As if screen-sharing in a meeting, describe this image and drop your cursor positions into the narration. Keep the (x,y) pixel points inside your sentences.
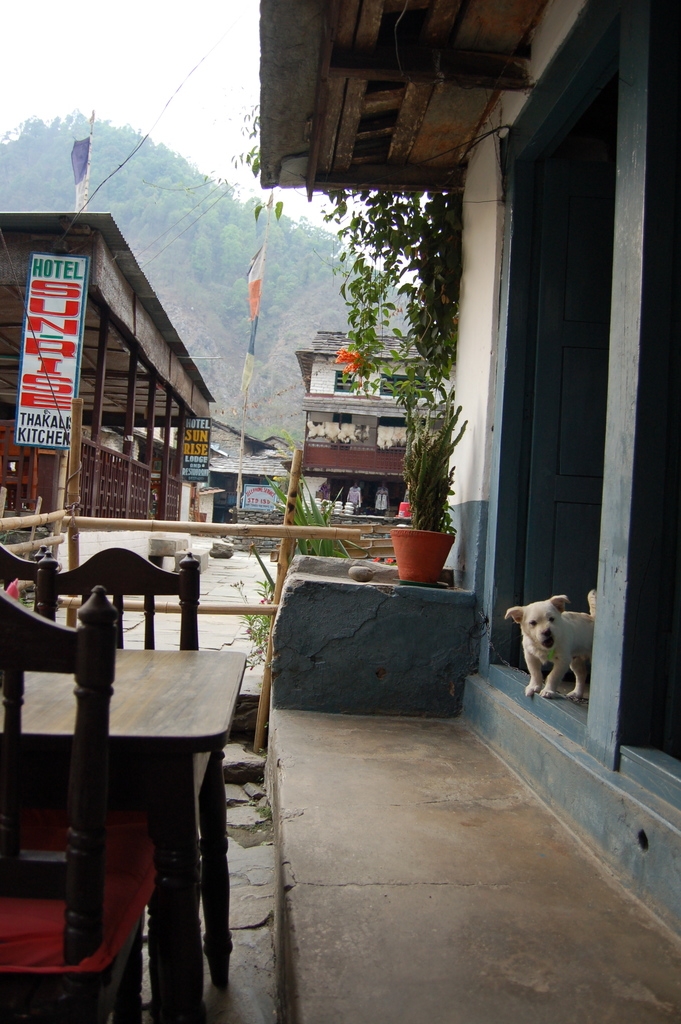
In this image I can see the buildings (125,310). In front of that building (481,503) there is a table (127,664). And I can also see a dog (544,638). There are some boards (56,381) and flags (87,166). At the back (155,218) there are trees (173,183) and the sky (158,24).
